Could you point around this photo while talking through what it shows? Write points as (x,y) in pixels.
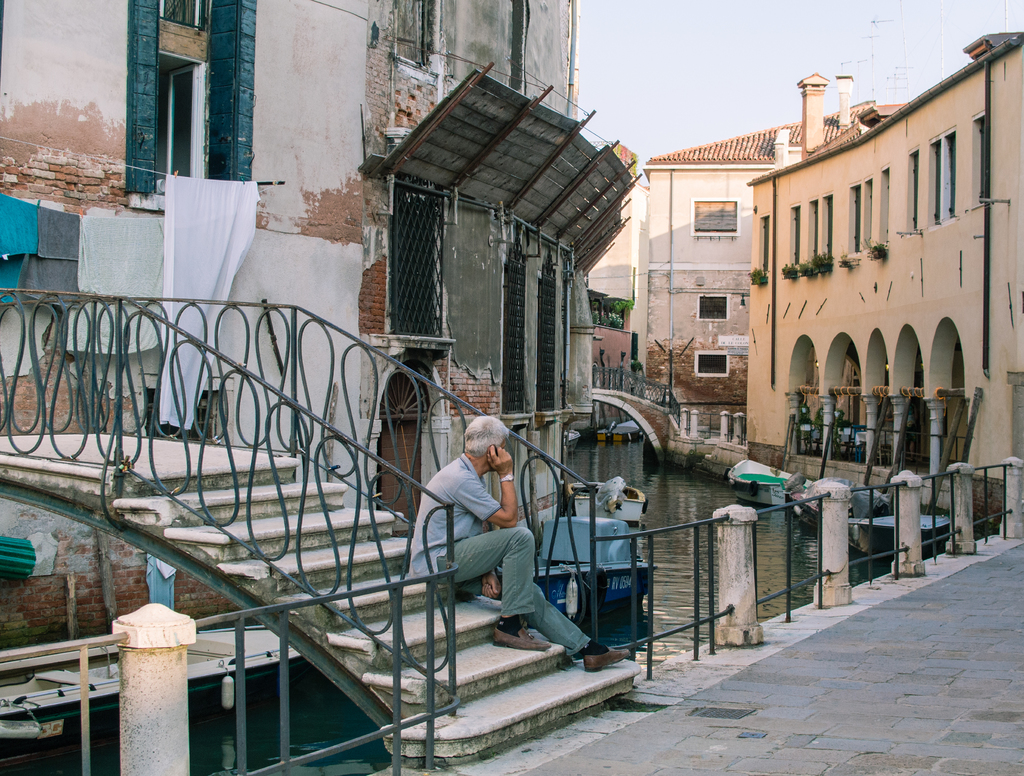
In this picture there is a man (494,530) sitting and we can see railings (210,366), steps (516,669), boats (23,711) above the water (648,470), clothes (169,197), poles (134,729) and buildings (142,202). In the background of the image (669,59) we can see the sky (675,83).
